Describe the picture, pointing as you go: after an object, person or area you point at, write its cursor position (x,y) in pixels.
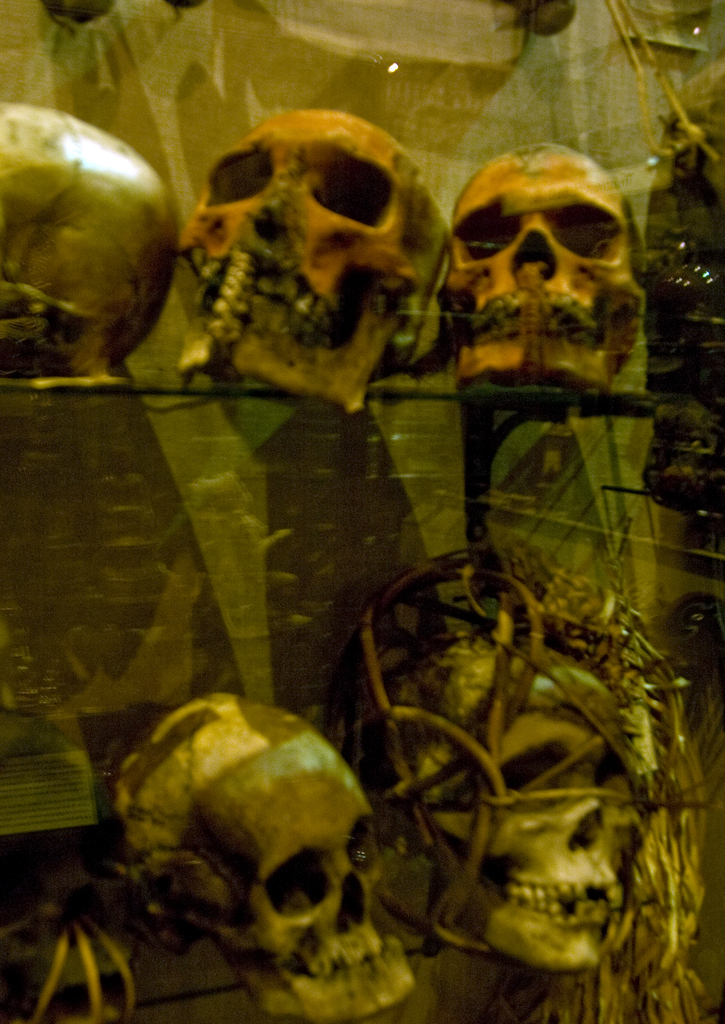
In this picture we can see skulls (500,253) in the shelves (418,398).
